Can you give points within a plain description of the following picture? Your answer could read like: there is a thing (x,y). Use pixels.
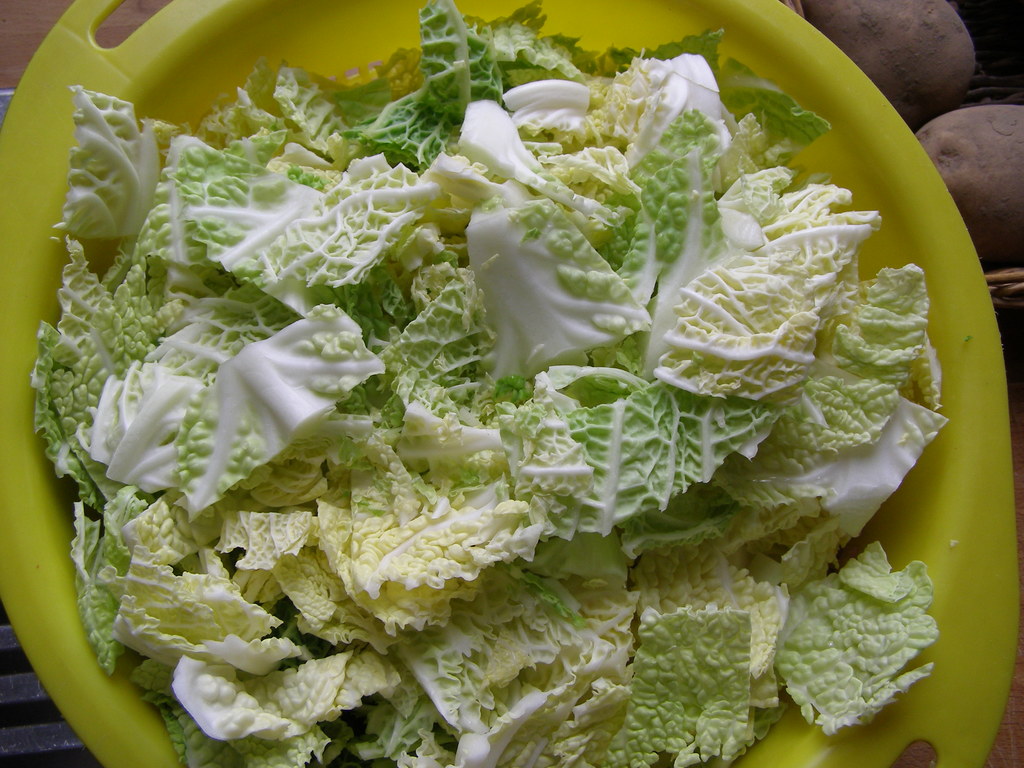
In the center of the image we can see one table (33,10). On the table (45,14), we can see one bowl (962,299), basket (1005,288), some vegetables (804,308) like potatoes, cabbage (906,380) and a few other objects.
